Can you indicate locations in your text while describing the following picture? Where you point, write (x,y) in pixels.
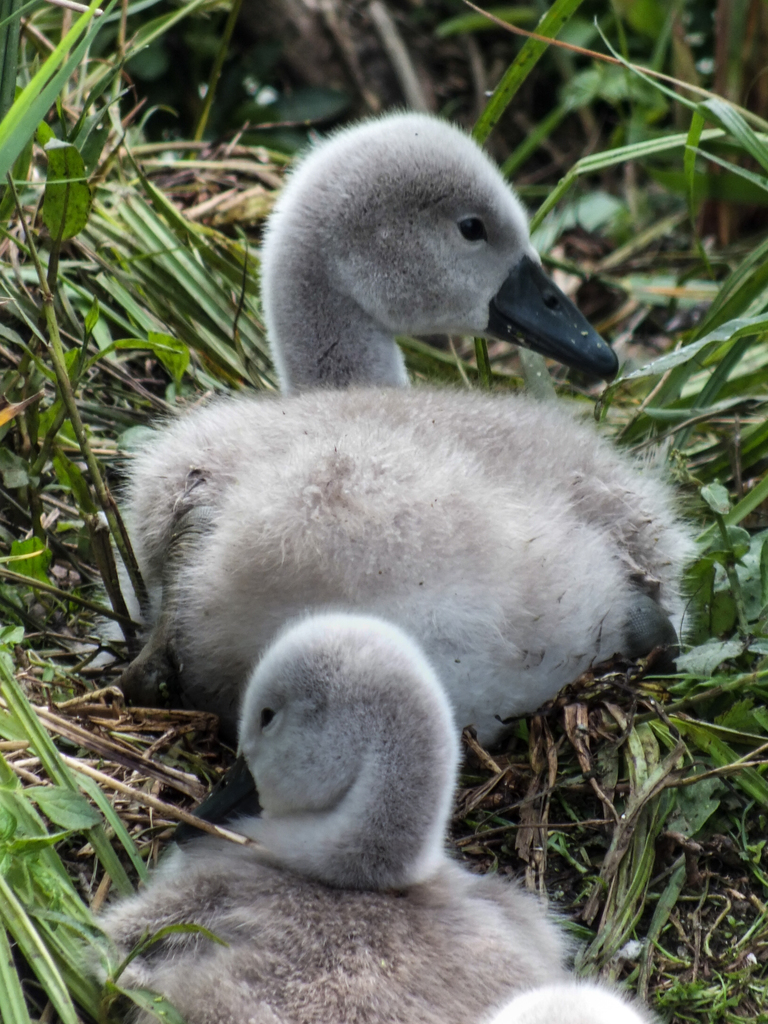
In this image we can see birds (273,735) and grass (58,60).
